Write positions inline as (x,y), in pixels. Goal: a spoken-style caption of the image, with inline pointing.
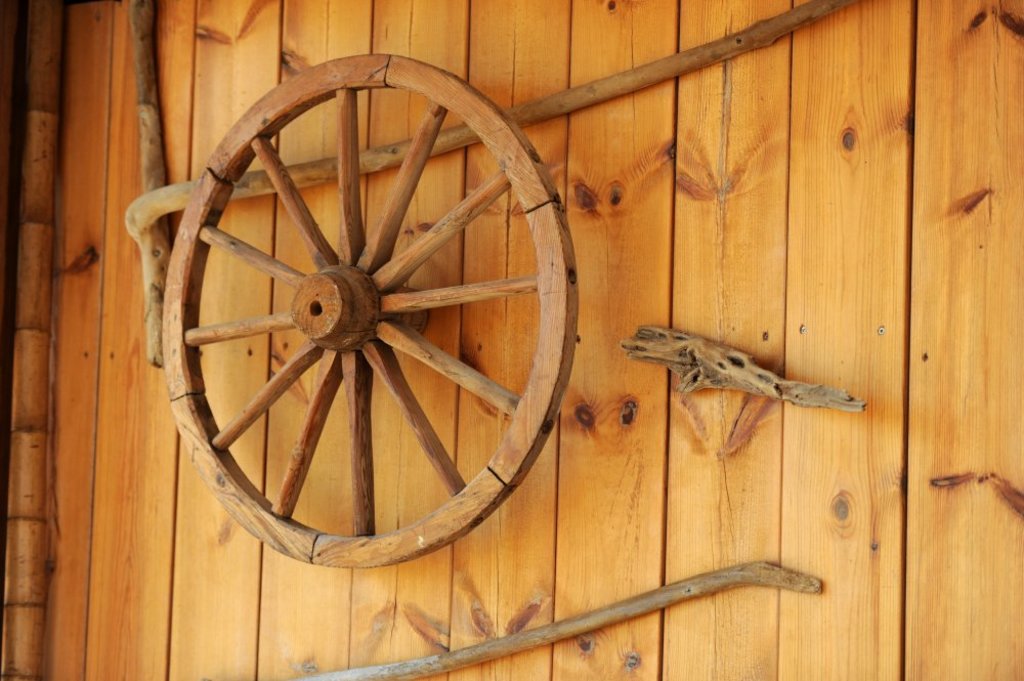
In this image there is a wooden wall (972,213) and in the center (445,229) there is a wheel (366,290), and also there are some sticks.
